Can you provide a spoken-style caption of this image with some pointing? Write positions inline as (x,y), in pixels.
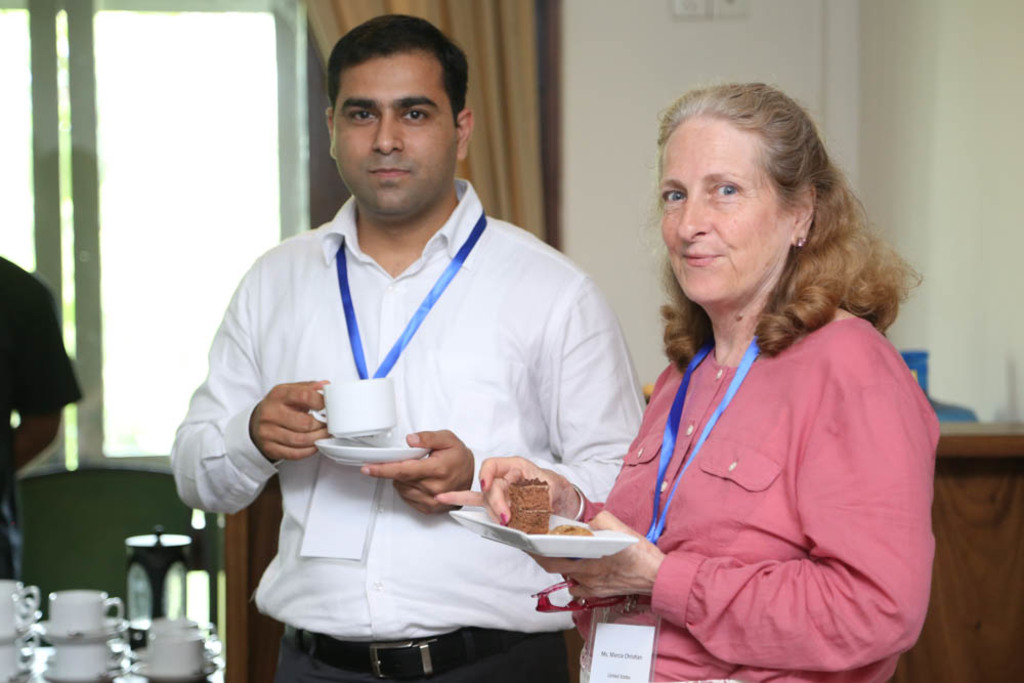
There is a man (432,241) and the woman (694,409) standing and smiling. This man (391,217) is holding a cup (362,429) and saucer (365,441) and the woman (656,542) is holding a plate (597,552). They wore badges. I can see the cups (17,602) and saucers (151,681) arranged one on the other. This looks like a curtain (502,71) hanging. I think this is a window (180,195) with the doors (191,187). Here is the wall (945,193). On the left side of the image (53,341), I can see a person (27,340) standing.
